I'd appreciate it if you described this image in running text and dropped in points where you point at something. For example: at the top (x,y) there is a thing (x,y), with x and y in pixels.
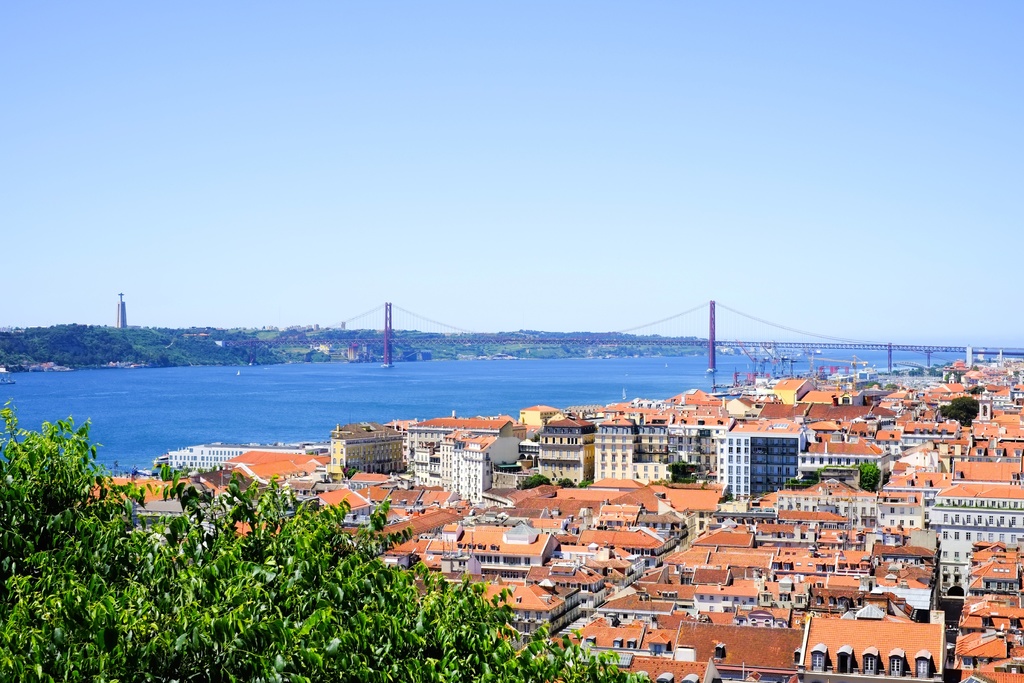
In this image in the front of there are leaves (261,615). In the background (566,478) there are buildings (726,450) and there is a sea (544,385) and there is a bridge (500,337) and there are trees (92,354).
